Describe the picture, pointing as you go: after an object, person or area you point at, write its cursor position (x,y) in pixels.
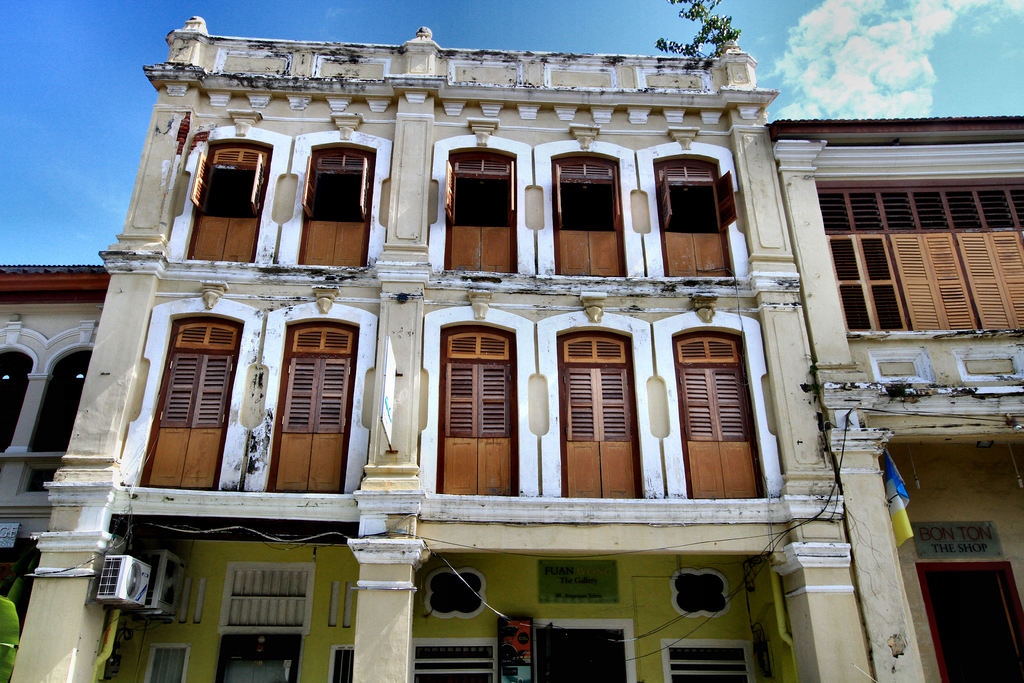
In this image I can see a building (373,432) and on the right side of this image (905,478) I can see a colourful cloth (890,456). On the bottom side (582,591) I can see few boards (547,589) and on these boards (934,532) I can see something is written. On the bottom left side (10,594) and on the top of this building (664,88) I can see few plants (24,582). I can also see clouds (937,7) and the sky (227,30) on the top side of this image (116,40).
